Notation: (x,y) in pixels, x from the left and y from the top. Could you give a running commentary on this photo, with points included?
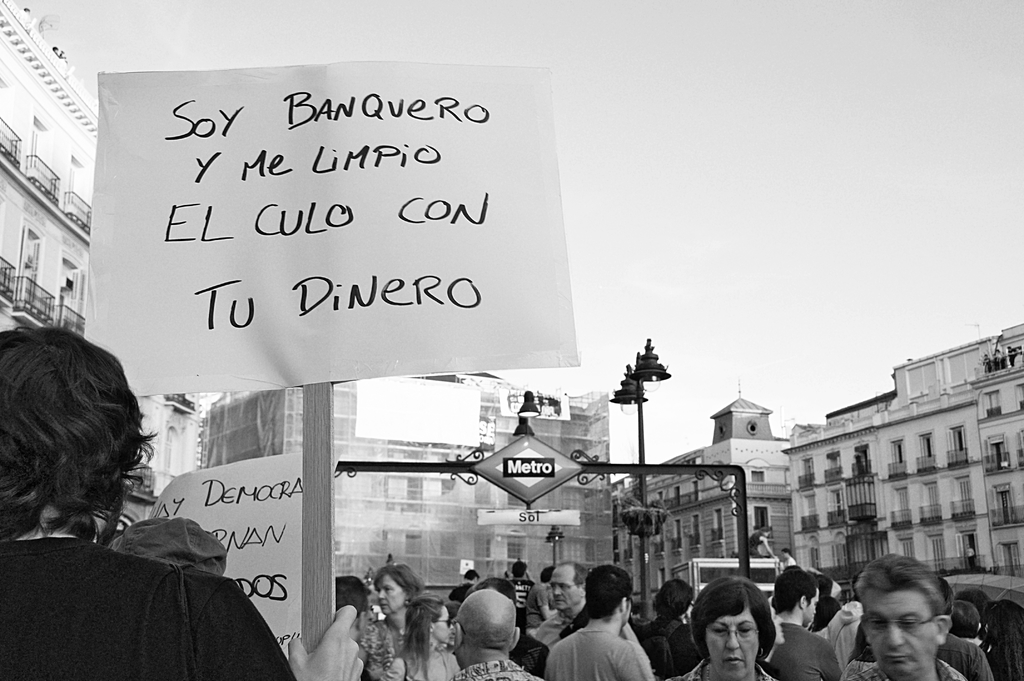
In this picture there is a man (63,627) who is holding a poster (348,308). At the bottom (920,599) I can see many people (952,680) who are standing. In the background (980,445) I can see the buildings (582,433), electric poles (642,458) and other objects (707,563). At the top (738,68) I can see the sky (767,86) and clouds (808,177).
